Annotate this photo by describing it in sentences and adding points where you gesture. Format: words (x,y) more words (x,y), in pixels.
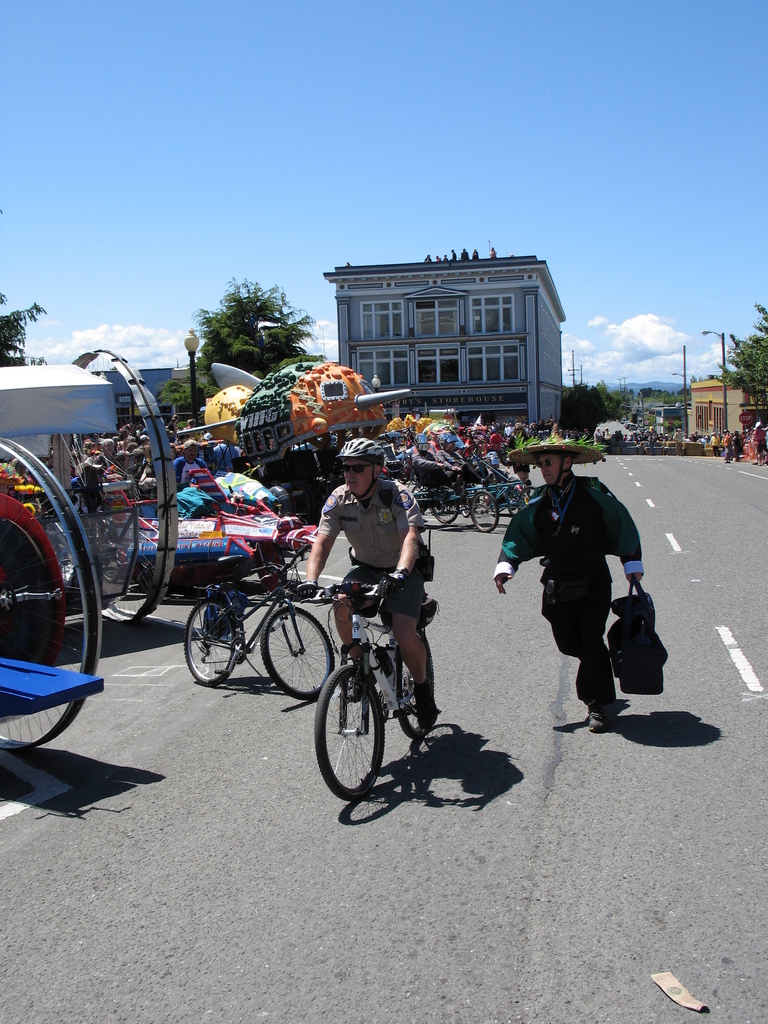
There are lot of people (548,435) in the image, the first man (398,515) is riding a bicycle (357,684) wearing helmet (371,451) and goggles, the man (621,528) beside him is walking and holding bag (624,597) in his left hand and rest of the people (482,440) are standing beside the street (665,632). In the background (446,323) there is a building (494,330), sky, clouds (655,331) and trees (728,376).
